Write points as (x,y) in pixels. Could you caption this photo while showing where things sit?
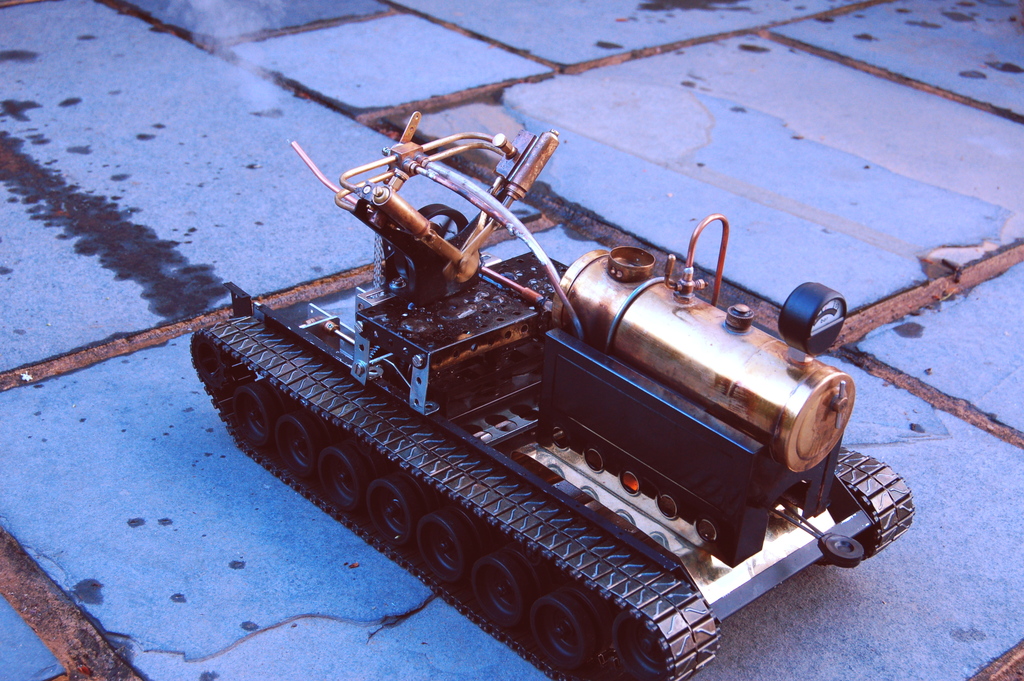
In this image we can see a toy (761,518) placed on the ground (4,260) containing a meter (806,325) on it.
